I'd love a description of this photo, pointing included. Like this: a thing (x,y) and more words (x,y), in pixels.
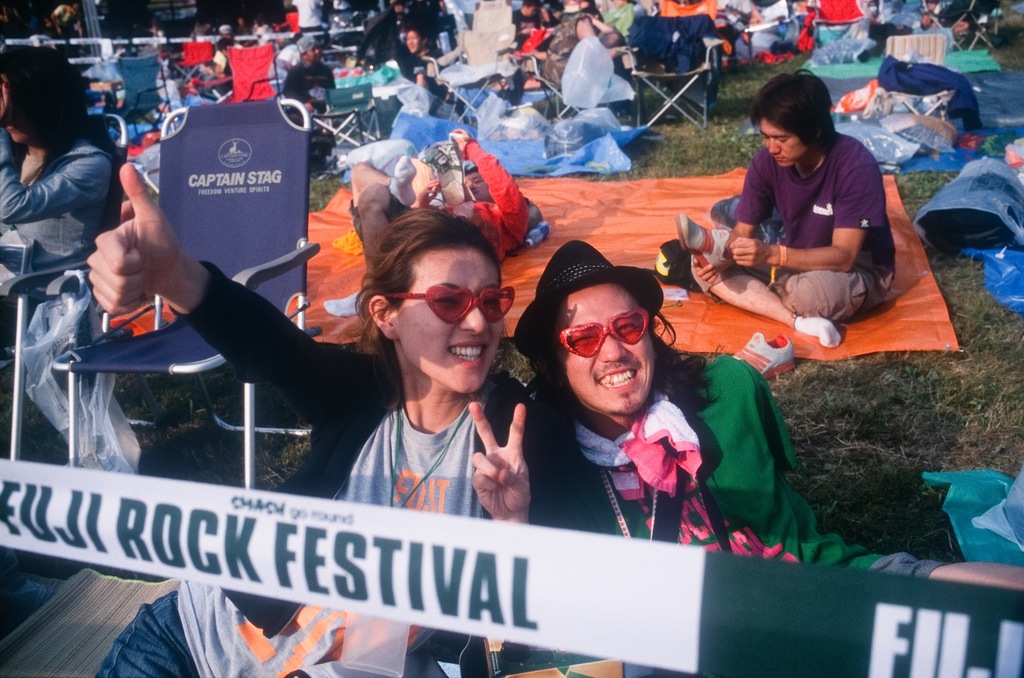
In the image we can see there are many people (390,200) around, they are sitting and some of them are lying, they are wearing clothes (463,426). Here we can see two people (583,339) wearing goggles (584,345), here we can see grass (875,400), chairs (168,340) and plastic covers (589,130).
